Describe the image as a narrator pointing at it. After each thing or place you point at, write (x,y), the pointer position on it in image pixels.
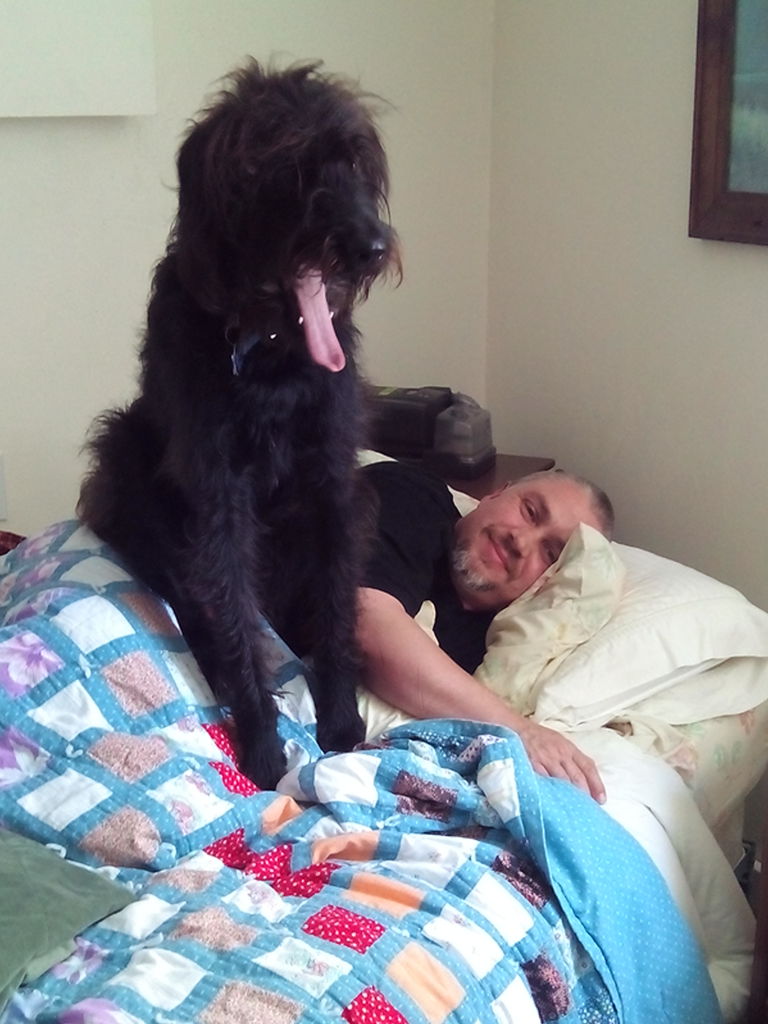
This is an image clicked inside the room (321,710). Here I can see a man (391,548) wearing black color t-shirt (403,559) and laying on the bed (537,588), smiling and looking at the picture. A dog (240,517) is sitting on this person (465,596). In the background (483,340) there is a wall (610,211) and one frame (695,200) is attached to that wall (610,104).
